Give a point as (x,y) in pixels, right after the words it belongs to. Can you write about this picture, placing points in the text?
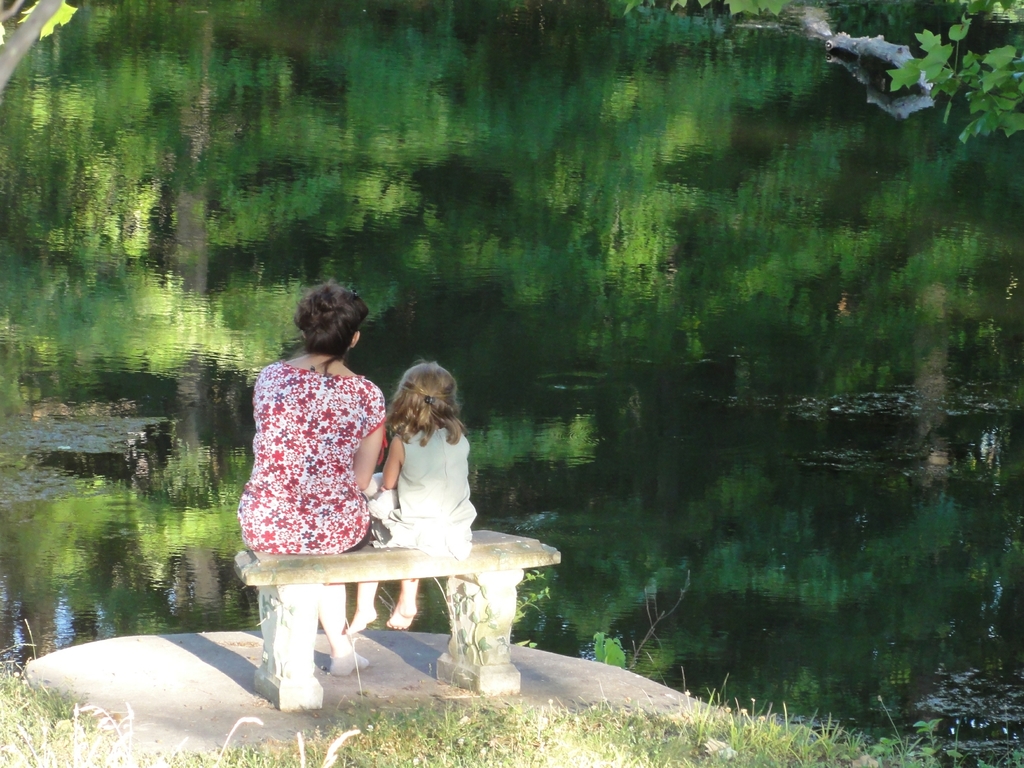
In this picture there is a woman (279,465) and a girl (442,514) sitting on the bench (513,592). There is a water (125,414), plant (979,99) and some grass (437,731) on the ground (529,713).
